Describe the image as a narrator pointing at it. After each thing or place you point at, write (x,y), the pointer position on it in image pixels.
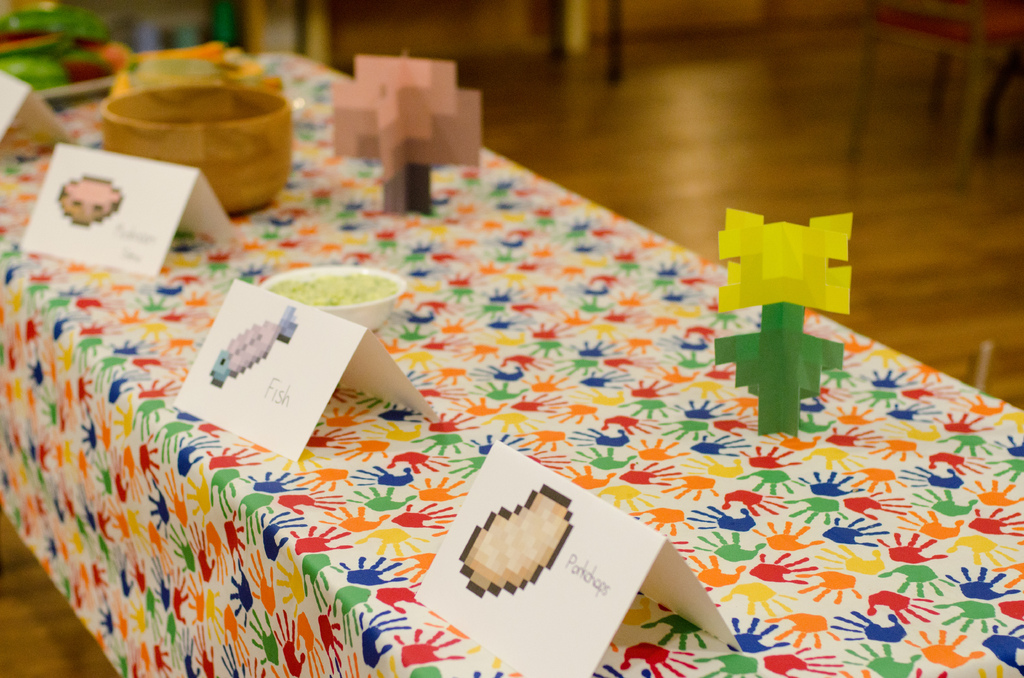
In this image we can see pictures (109,199) on the cards (262,353), an item (337,287) in a bowl (331,306), design papers (407,69) and objects (151,95) on a table (90,96). In the background (540,23) we can see chairs (568,51) on the floor (672,202) and other objects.
